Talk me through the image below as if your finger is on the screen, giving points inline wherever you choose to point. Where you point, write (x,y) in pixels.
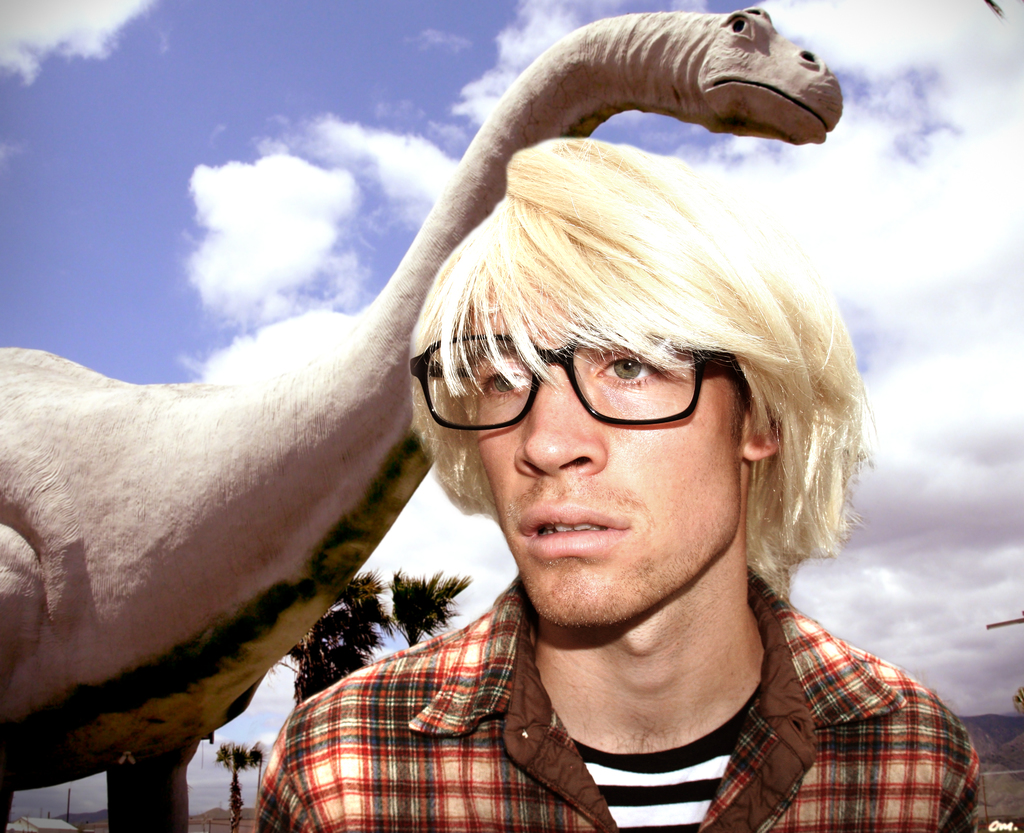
This picture shows a man (718,650) wore a spectacles (526,374) on his face (545,376) and we see a dinosaur (317,379) and few trees (423,620) and a blue cloudy sky (398,252).
